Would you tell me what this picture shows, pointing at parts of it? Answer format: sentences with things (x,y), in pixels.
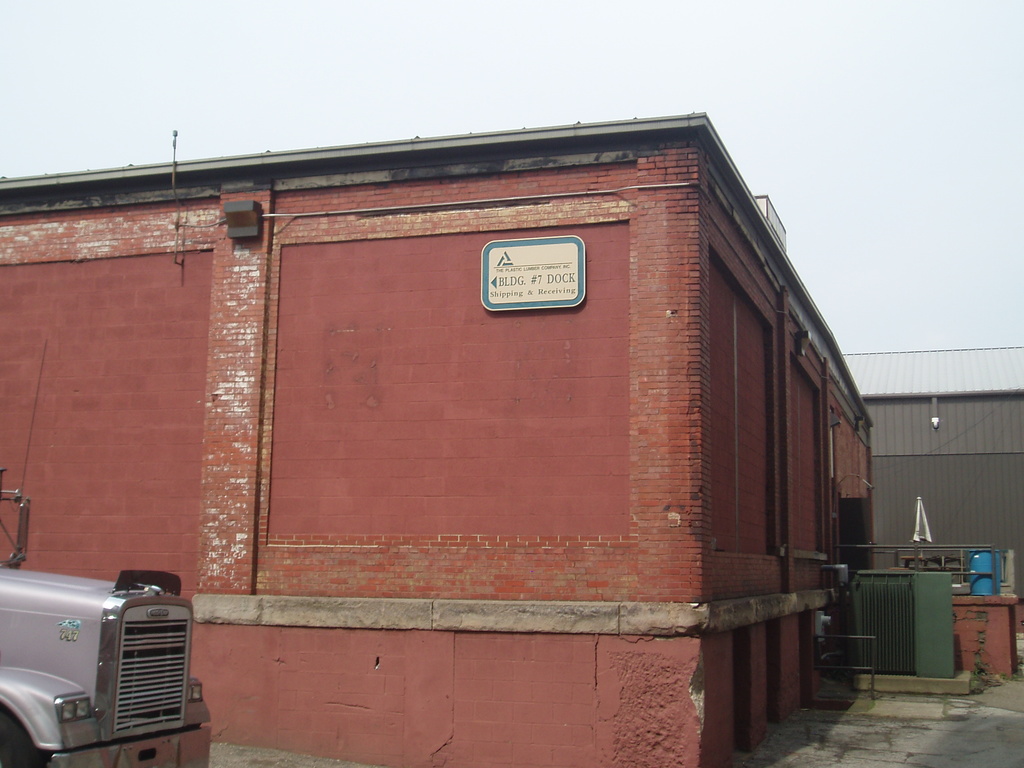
In this picture we can see two buildings (912,477), on the left side (108,651) there is a vehicle (19,609), we can see a machine (874,607) on the right side (922,612), there is a board (526,274) pasted on the wall (612,263), we can see the sky (454,68) at the top of the picture (336,60).
